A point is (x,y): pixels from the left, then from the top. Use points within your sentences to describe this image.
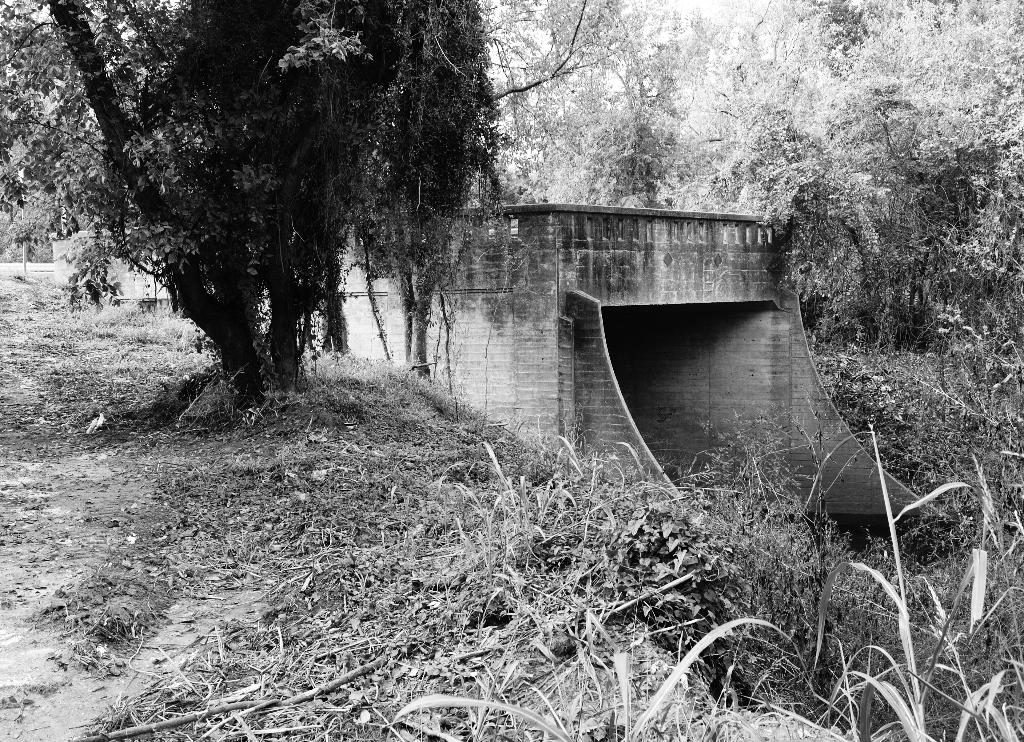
In this image I can see trees (64,163) and grass (78,351). I can also see a bridge (742,255) and a sky (627,1) and the image is in black and white.
